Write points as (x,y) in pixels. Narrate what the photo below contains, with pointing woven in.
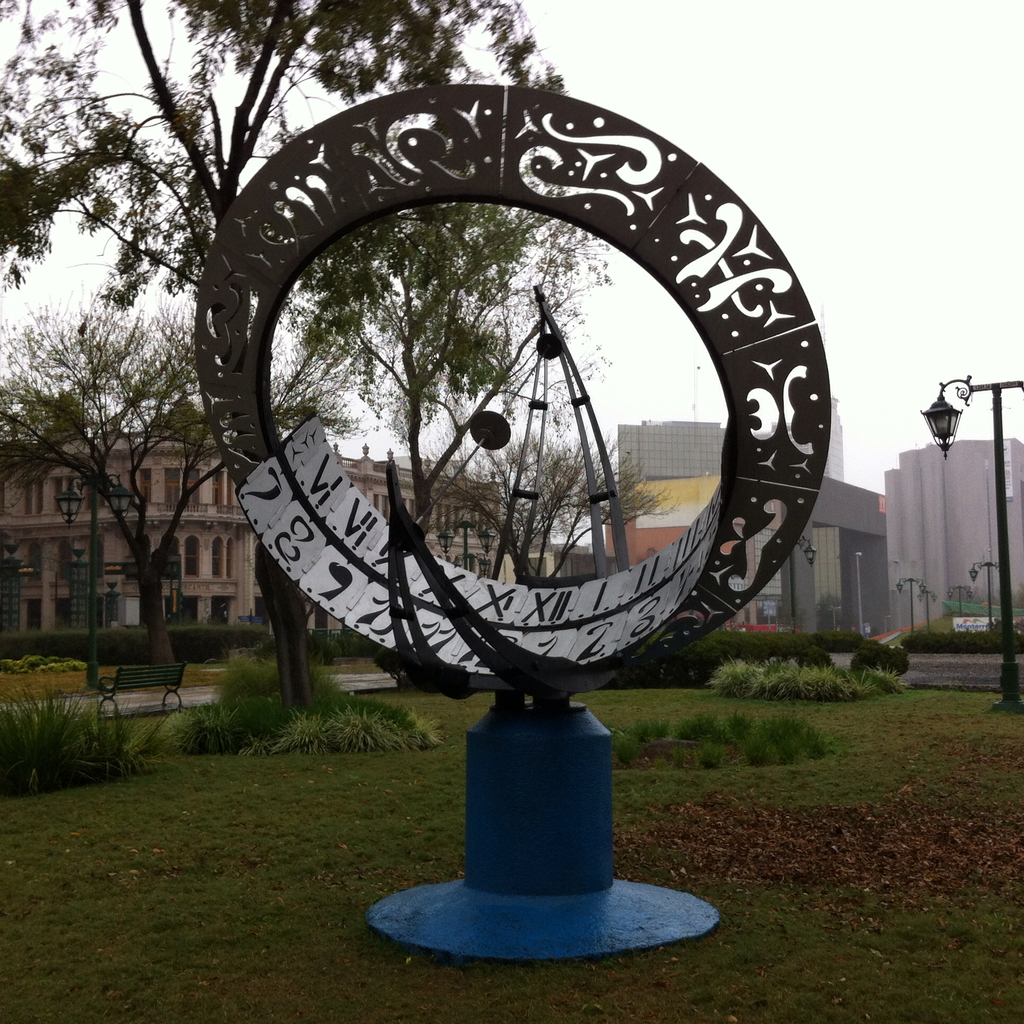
In the foreground of this picture (536,784), there is a statue (530,941) on the grass (530,983). In the background (304,643), there are trees (144,371), plants (796,660), grass (869,725), a pole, buildings (887,504), and the sky (848,79).
